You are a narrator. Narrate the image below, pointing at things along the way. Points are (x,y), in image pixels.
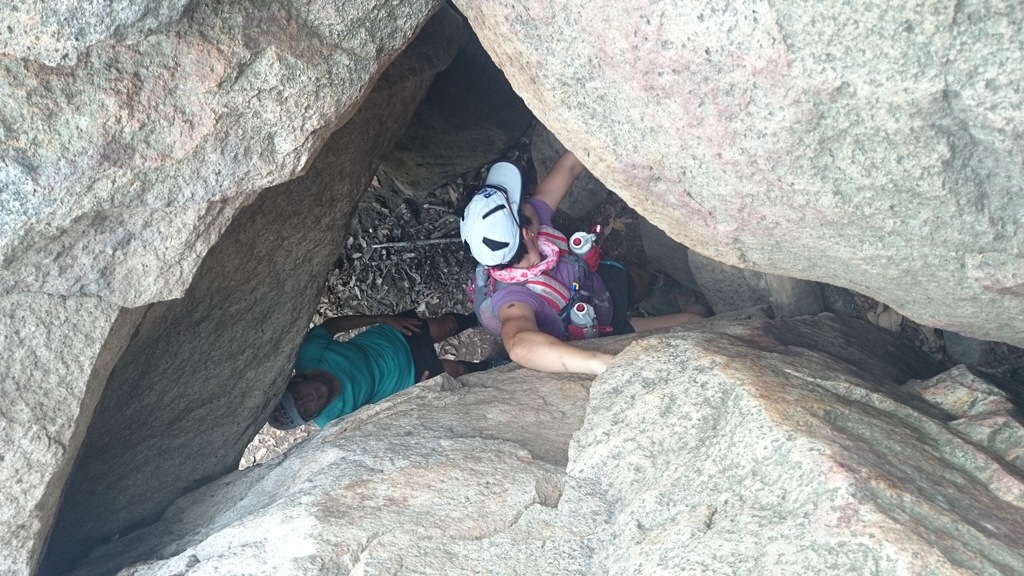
In this picture we can see two persons (456,322) standing, they wore caps (508,244), we can see rocks (146,97) here, at the bottom (275,447) there are some sticks (417,241).
